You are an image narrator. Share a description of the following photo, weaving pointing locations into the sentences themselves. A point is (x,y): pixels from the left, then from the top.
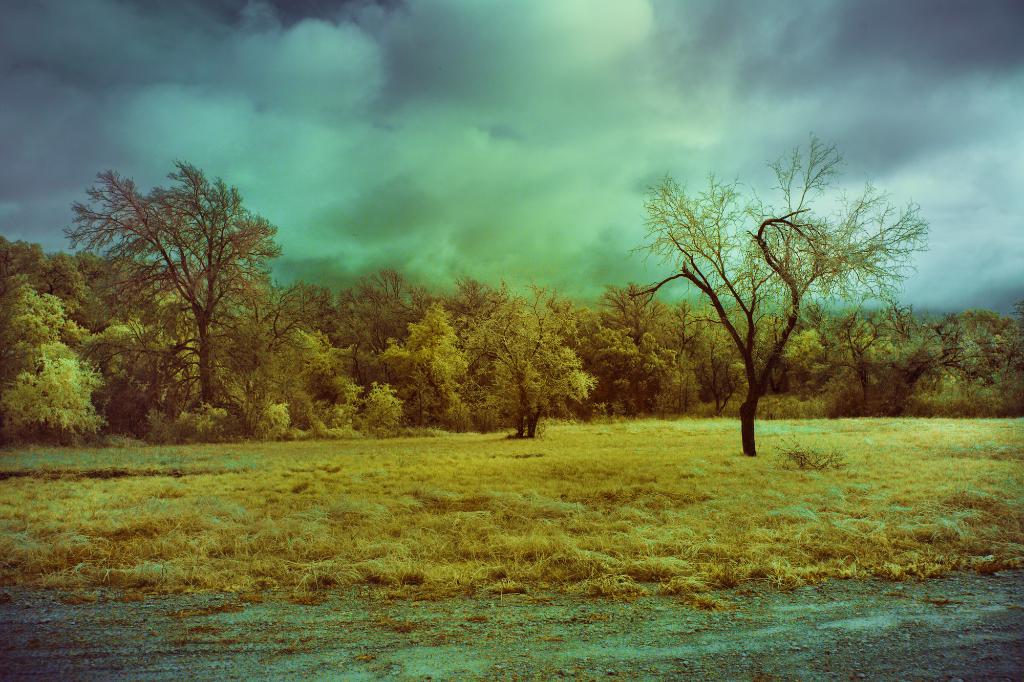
These are the trees (425,341) with the branches (623,343) and leaves (285,401). This looks like a grass (777,518). I can see the clouds (610,150) in the sky (717,103).
